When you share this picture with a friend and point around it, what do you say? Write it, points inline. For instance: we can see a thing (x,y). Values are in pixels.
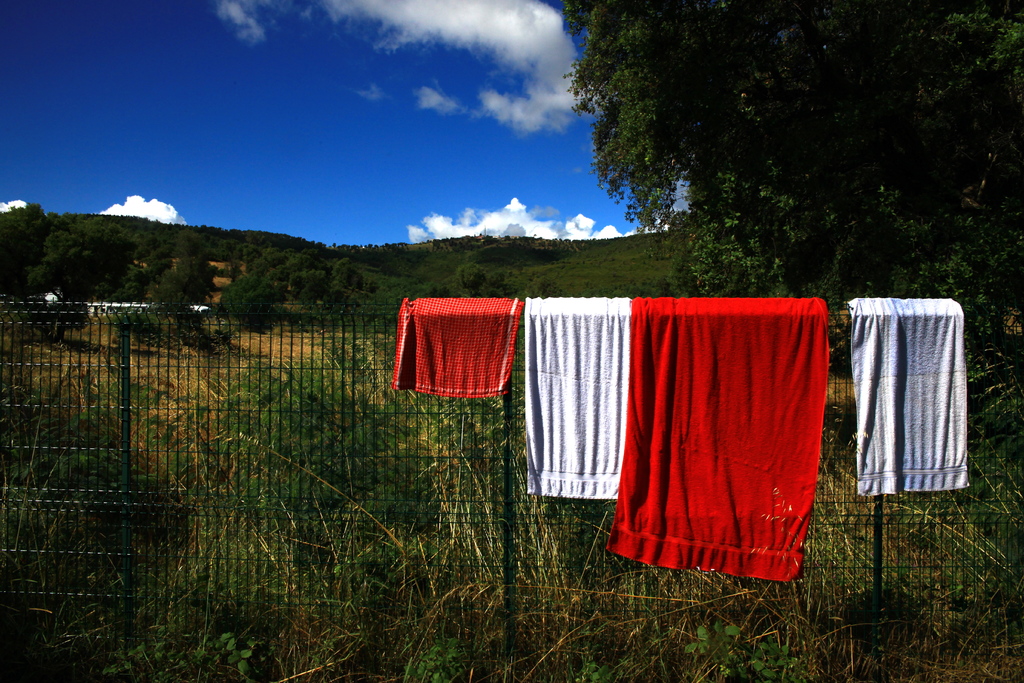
In this picture we can see grass (474,553) at the bottom (453,553), there is fencing (330,527) here, we can see clothes (573,374) here, in the background (536,258) there are some trees (376,271), we can see the sky (341,167) at the top of the picture (292,136).
